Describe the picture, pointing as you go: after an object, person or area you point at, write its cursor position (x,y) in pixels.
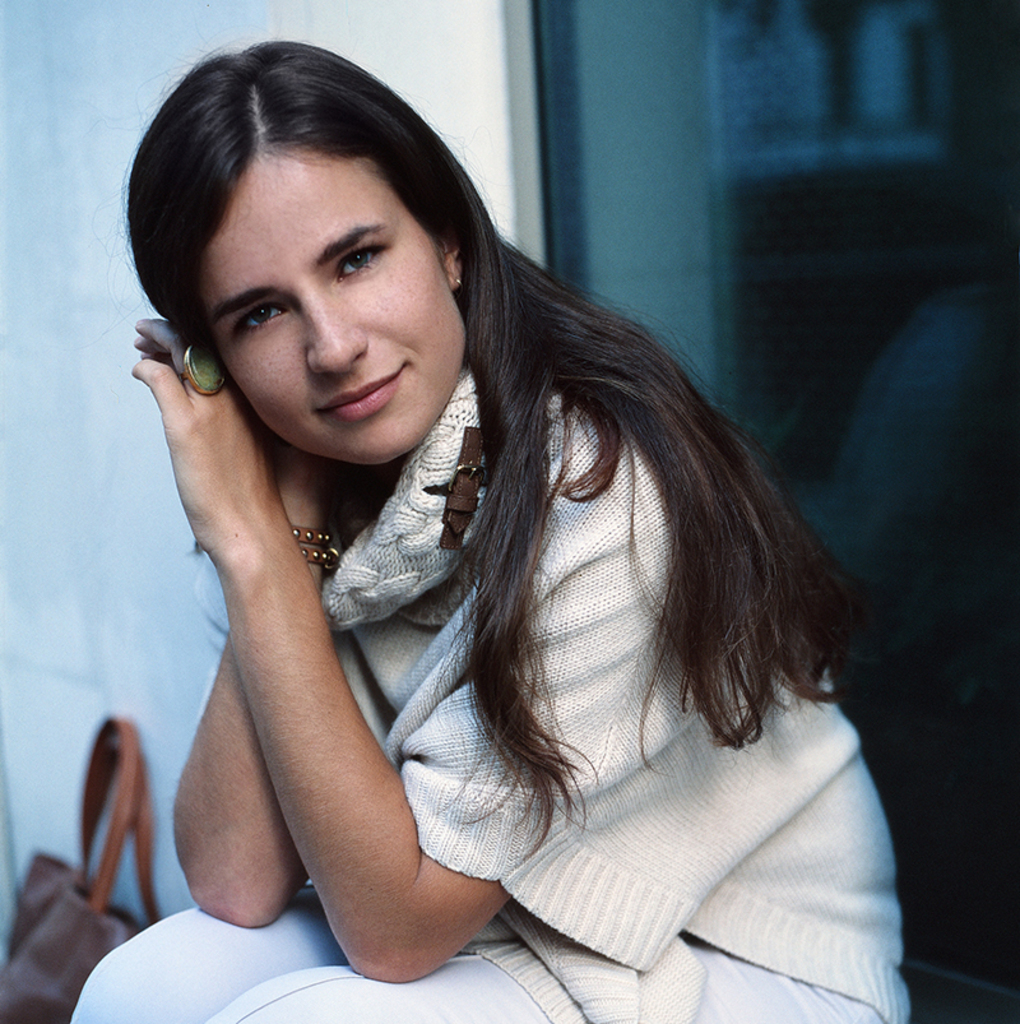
In this picture we can see a woman (440,754) sitting, side we can see bag (26,959).
